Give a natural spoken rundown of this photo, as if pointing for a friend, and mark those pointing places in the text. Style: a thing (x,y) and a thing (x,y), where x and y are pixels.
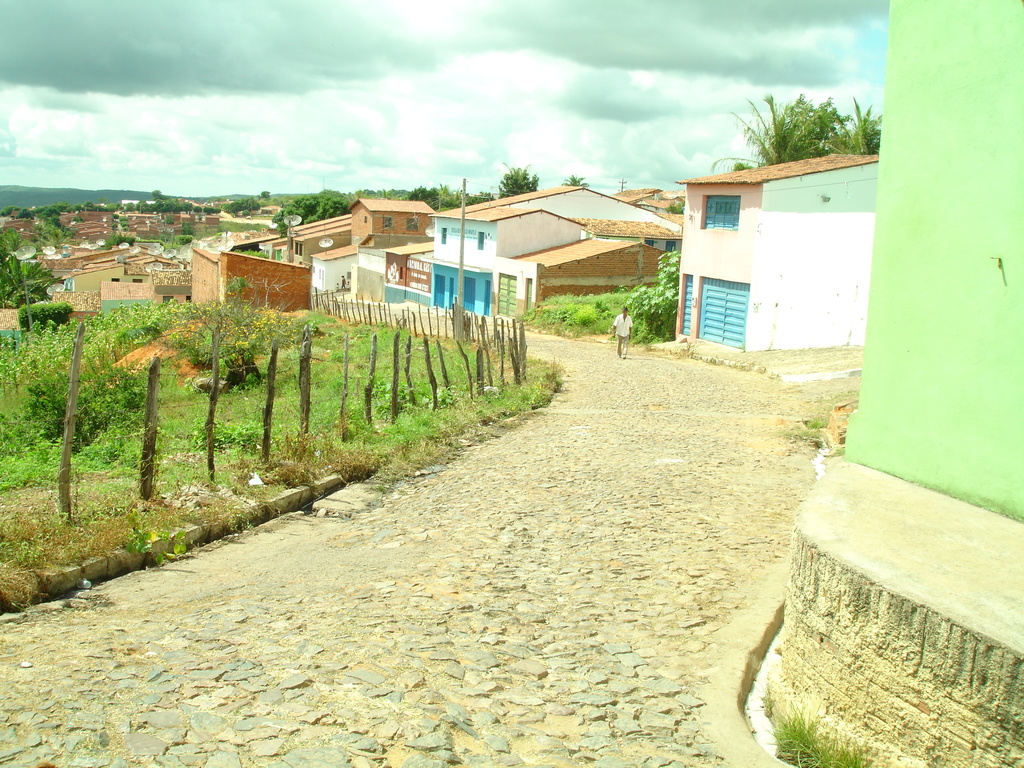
In this picture we can see some plants (113,367) and grass (281,351) on the left side (322,373), on the right side (854,267) there are some buildings (591,239), we can see a person (625,326) walking in the middle (624,307), there is the sky (590,114) at the top of the picture (570,72), at the bottom (516,743) there are some stones (571,600), we can see trees (524,190) in the background (174,211).
